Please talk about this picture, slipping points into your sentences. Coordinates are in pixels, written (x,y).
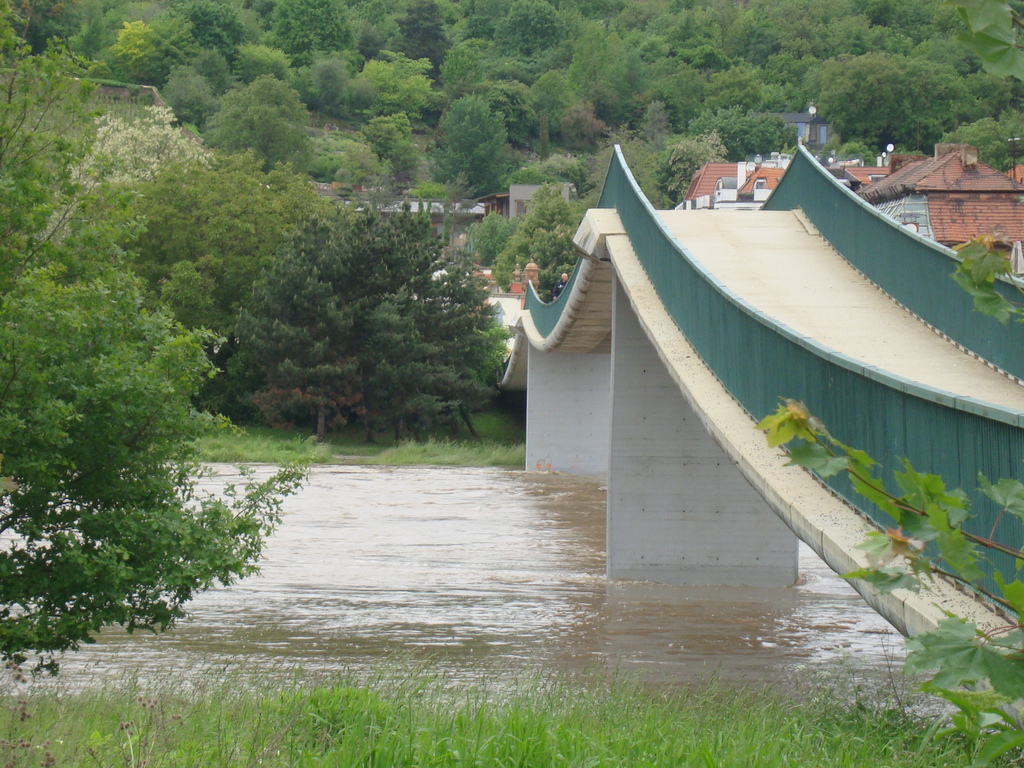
On the right side (725,287) there is a bridge (638,374) with pillars (633,343), buildings (802,128), trees (653,104). There is a river (498,500). On the sides of the river (266,469) there are plants (353,447). In the background (312,255) there are trees (371,181).
